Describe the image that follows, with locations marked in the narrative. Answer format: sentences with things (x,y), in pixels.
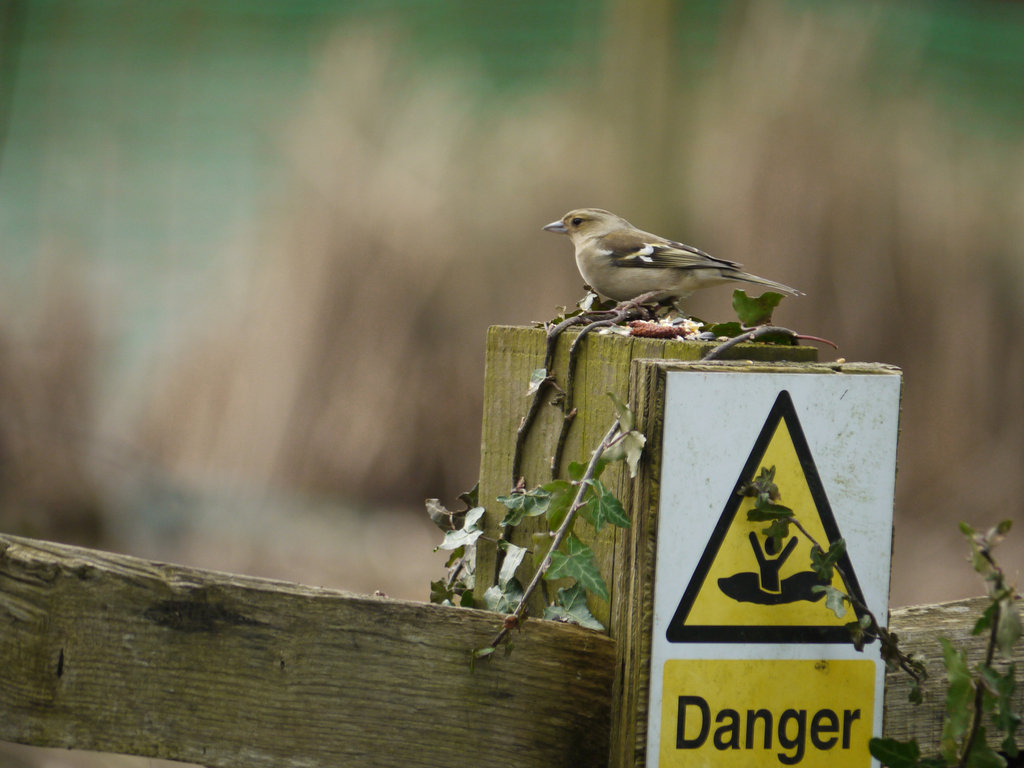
There is a bird (640,280) on a wooden surface (692,362). There is a sign board (751,754) and plants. The background (229,233) is blurred.
